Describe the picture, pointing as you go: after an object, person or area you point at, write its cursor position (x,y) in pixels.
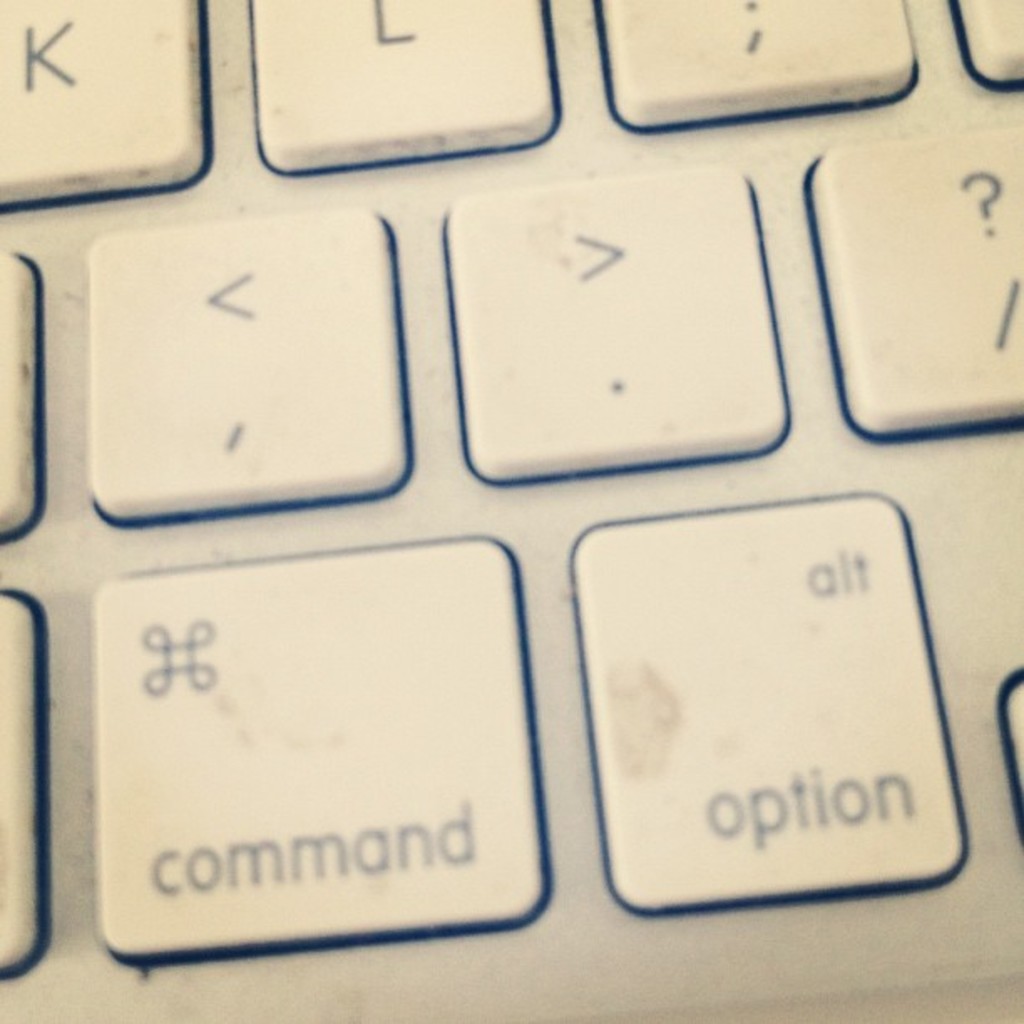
In this zoomed picture there are keys (315,358) of a laptop (762,243). There are symbols (985,206) and text (744,799) on the keys (383,844).
